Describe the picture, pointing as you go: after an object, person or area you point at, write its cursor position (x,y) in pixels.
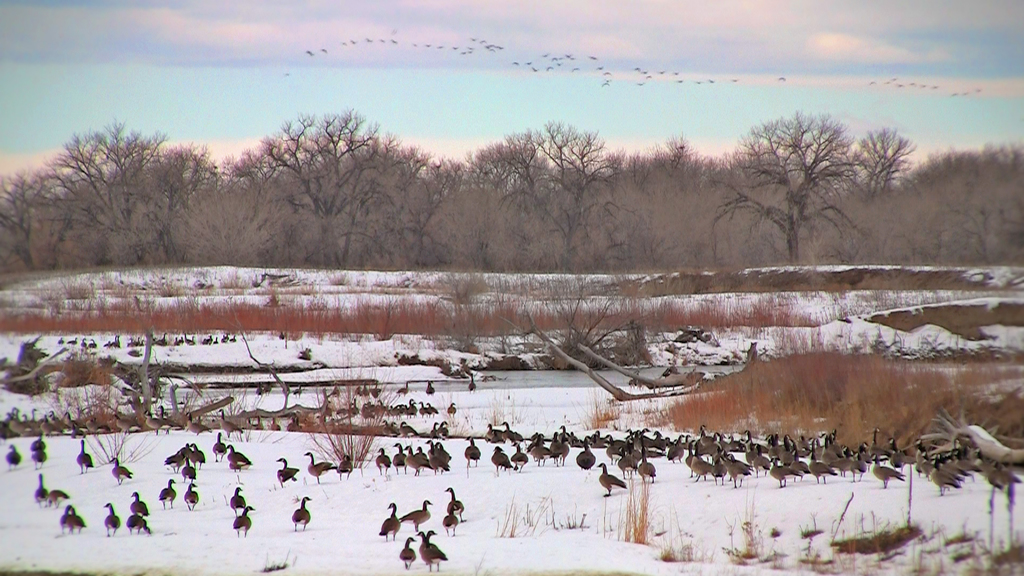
This image is taken outdoors. At the top of the image (255,75) there is a sky (455,76) with clouds (245,48) and a few birds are flying in the sky (862,72). In the background (190,193) there are many trees (986,198) and plants (956,231). At the bottom of the image (188,516) there is a ground (821,521) with grass (887,540) on it and the ground (279,514) is covered with snow (232,354) and there are many birds (796,470) on the ground (950,534).
